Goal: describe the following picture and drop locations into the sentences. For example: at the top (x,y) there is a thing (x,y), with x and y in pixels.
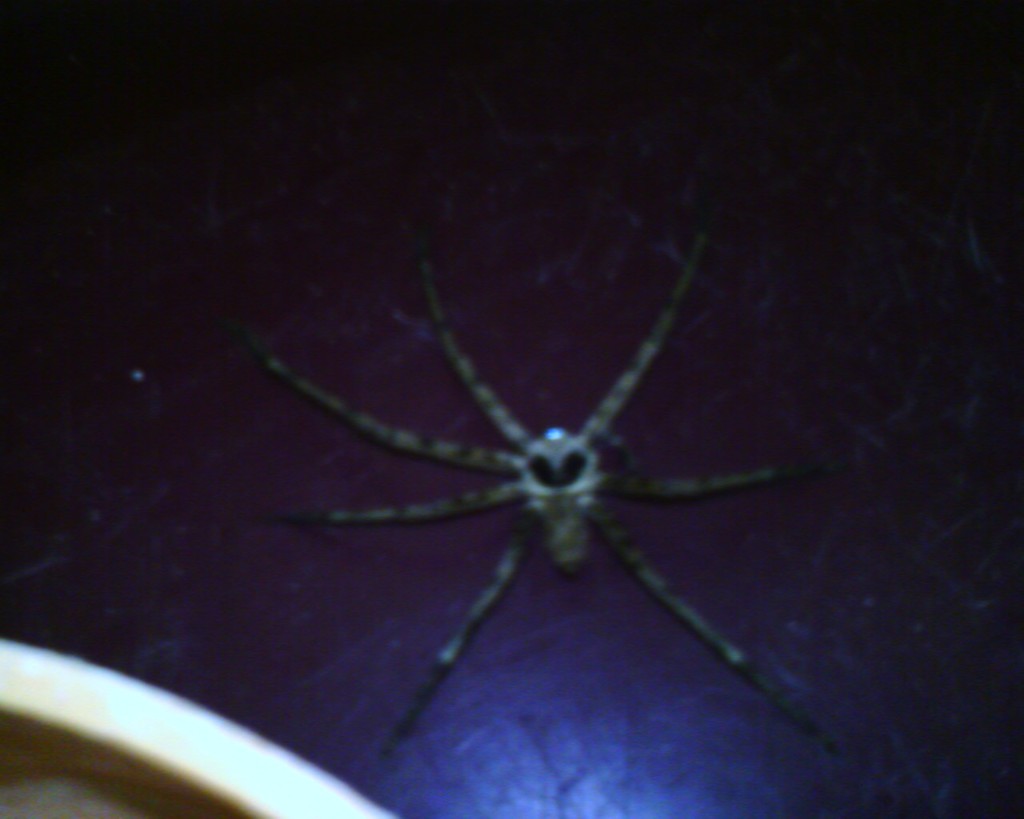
Background (278,607) portion of the picture is dark. On the dark surface (262,530) we can see a spider (443,443). In the bottom left corner of the picture (177,783) we can see an object (151,776).
